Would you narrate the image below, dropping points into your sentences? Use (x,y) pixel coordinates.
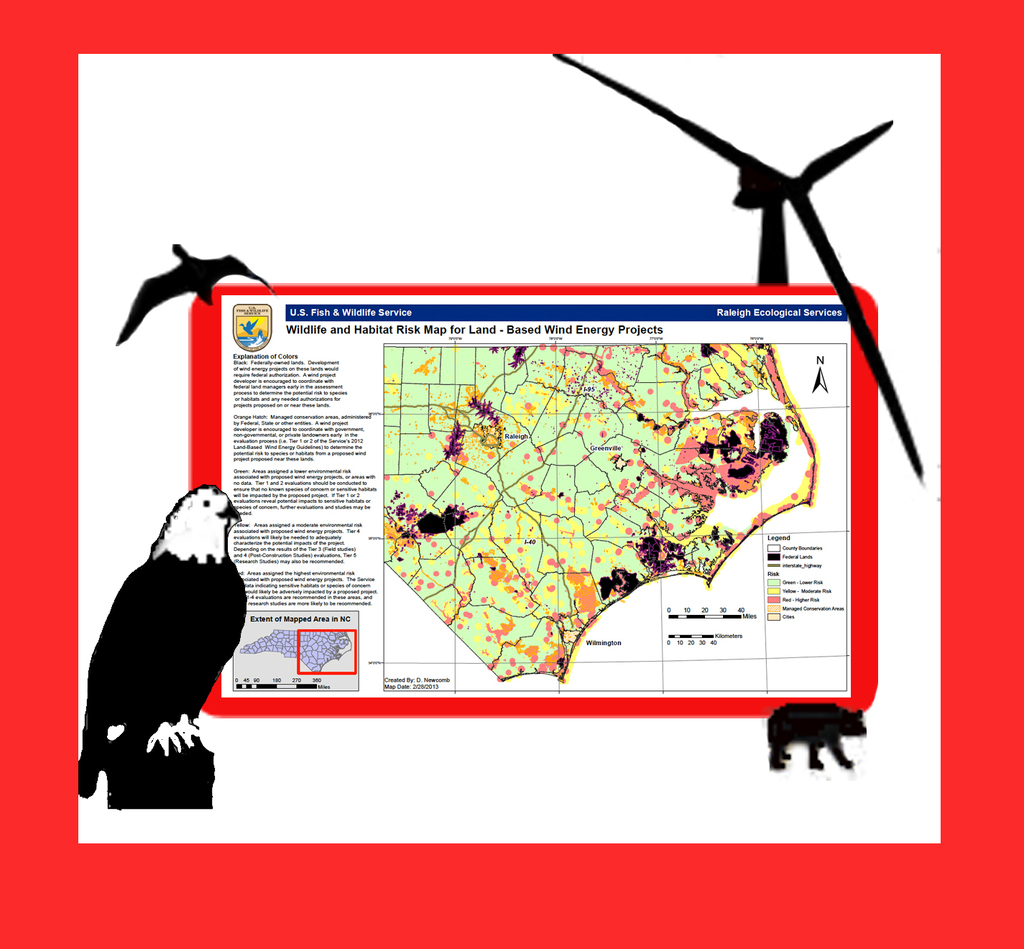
It is an edited picture. There is a red color border (27,582). In this picture, we can see an article (666,565), some birds (189,703) and animal (811,736). Here there is a wind fan (768,217).
